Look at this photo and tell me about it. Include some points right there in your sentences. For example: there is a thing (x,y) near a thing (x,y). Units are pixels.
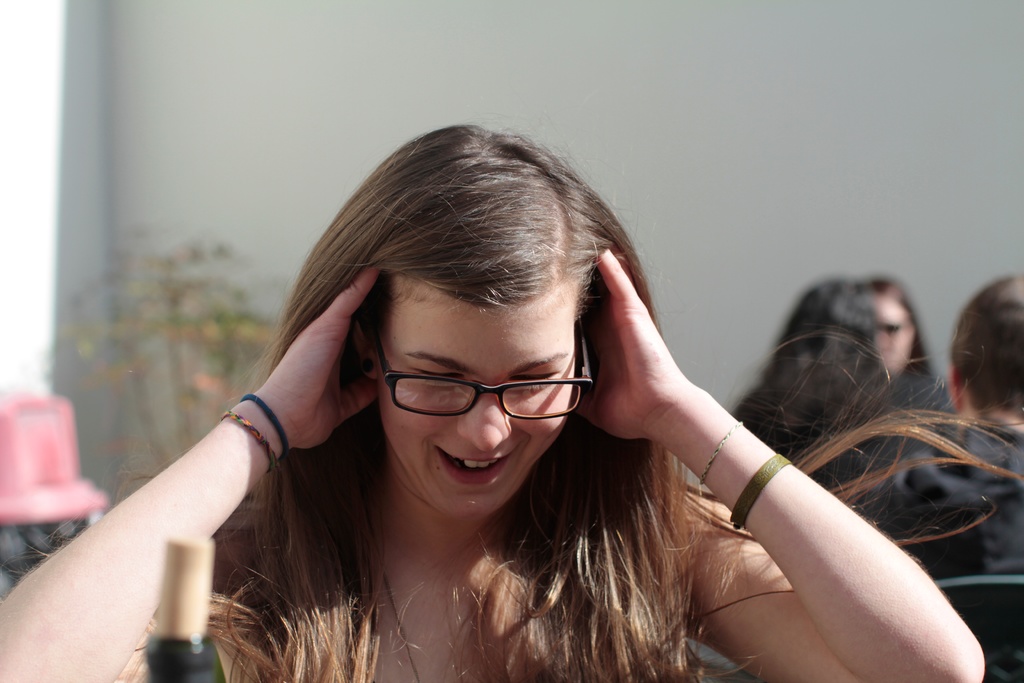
In this image we can see a few people (599,381) sitting, on the left side of the image (196,417) we can see a pink color object (96,498) and a plant (175,398), in the background (655,137) we can see a wall (176,196).
